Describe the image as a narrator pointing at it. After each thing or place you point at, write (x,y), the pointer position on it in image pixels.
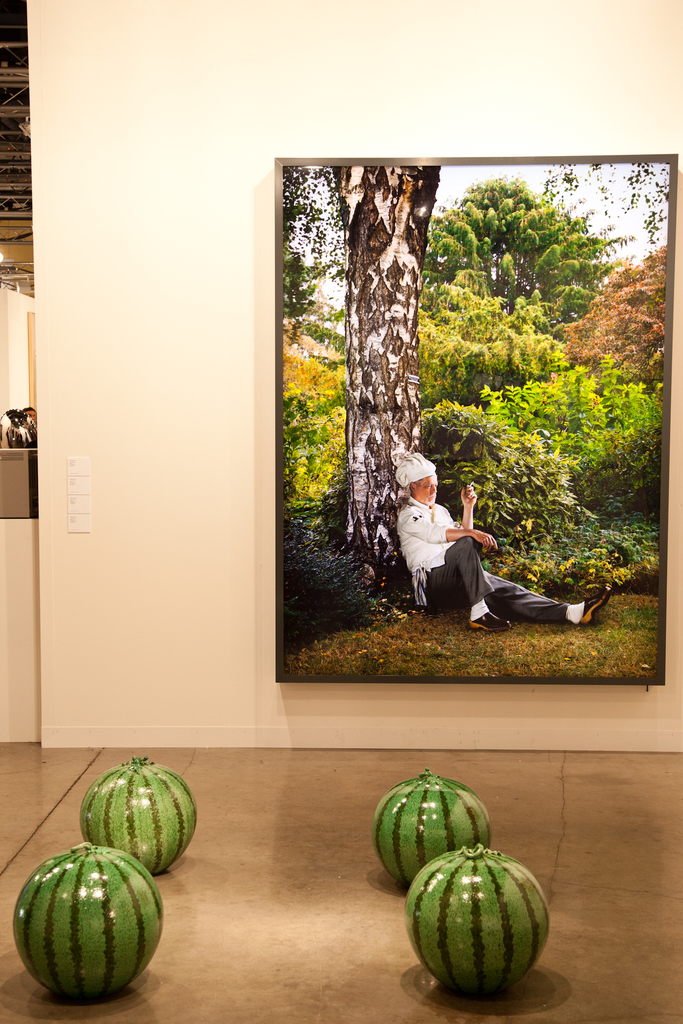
This image is clicked in a room (178,737). At the bottom (311,968), there is a floor (344,962) on which four watermelons (104,921) are kept. In the background (259,76), there is a wall (153,292) on which a big frame (475,663) is fixed. In that frame (471,545) the man (462,565) is sitting under a tree (385,407). There are many trees (503,333) in the frame (505,414).
